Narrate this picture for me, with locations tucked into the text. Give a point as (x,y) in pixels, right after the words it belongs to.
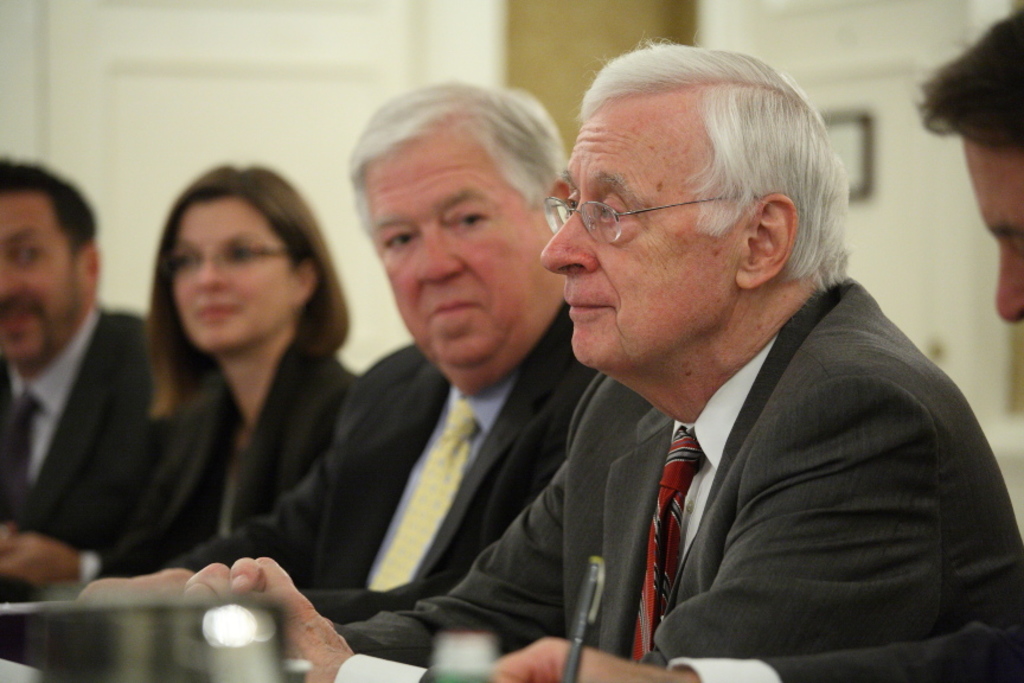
In the image we can see there are people (757,415) sitting, they are wearing clothes (753,457) and two of them are wearing spectacles (595,229). Here we can see the pen (581,609) and the background (115,149) is slightly blurred.
